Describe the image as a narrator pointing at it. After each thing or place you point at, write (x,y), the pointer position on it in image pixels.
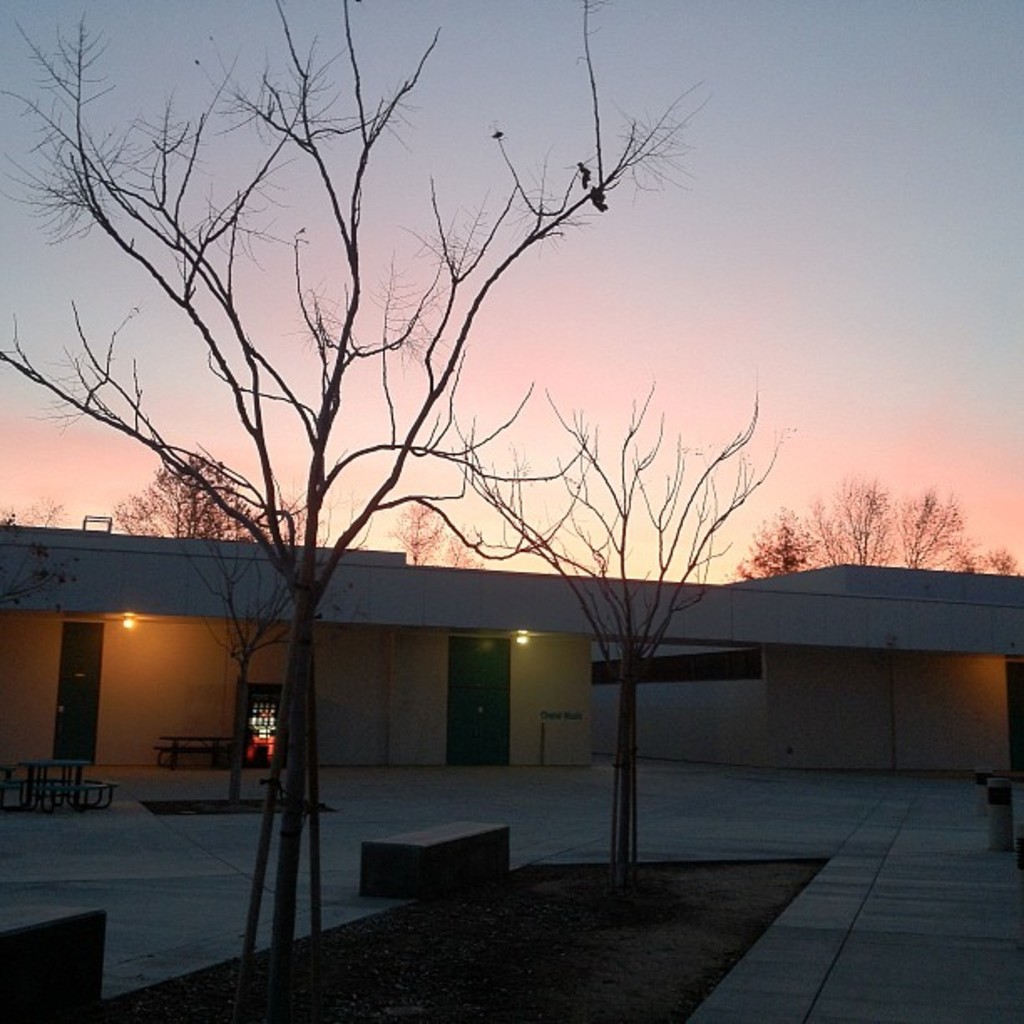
In this Image I can see number of trees (603,568), building (545,667), few lights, few benches (164,750) and the sky (649,184).
